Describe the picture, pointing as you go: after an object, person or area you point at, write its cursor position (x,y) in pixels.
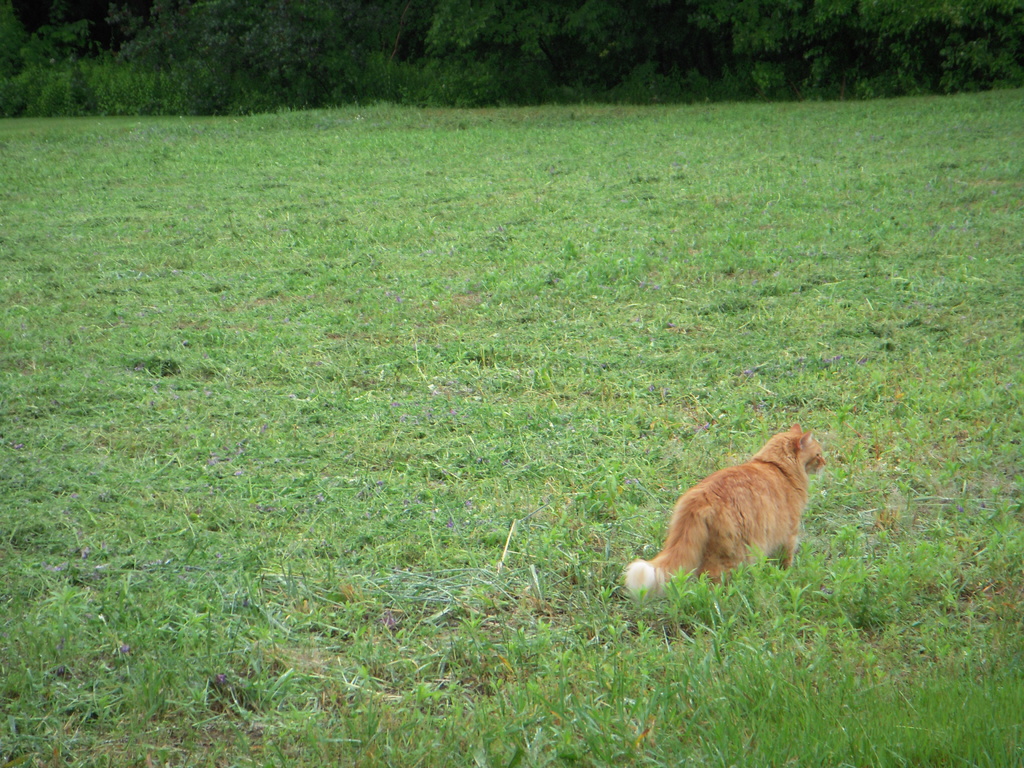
Here on the right (779,498) there is a cat (772,513) standing on the grass (373,381). In the background (383,52) there are trees (383,52).
